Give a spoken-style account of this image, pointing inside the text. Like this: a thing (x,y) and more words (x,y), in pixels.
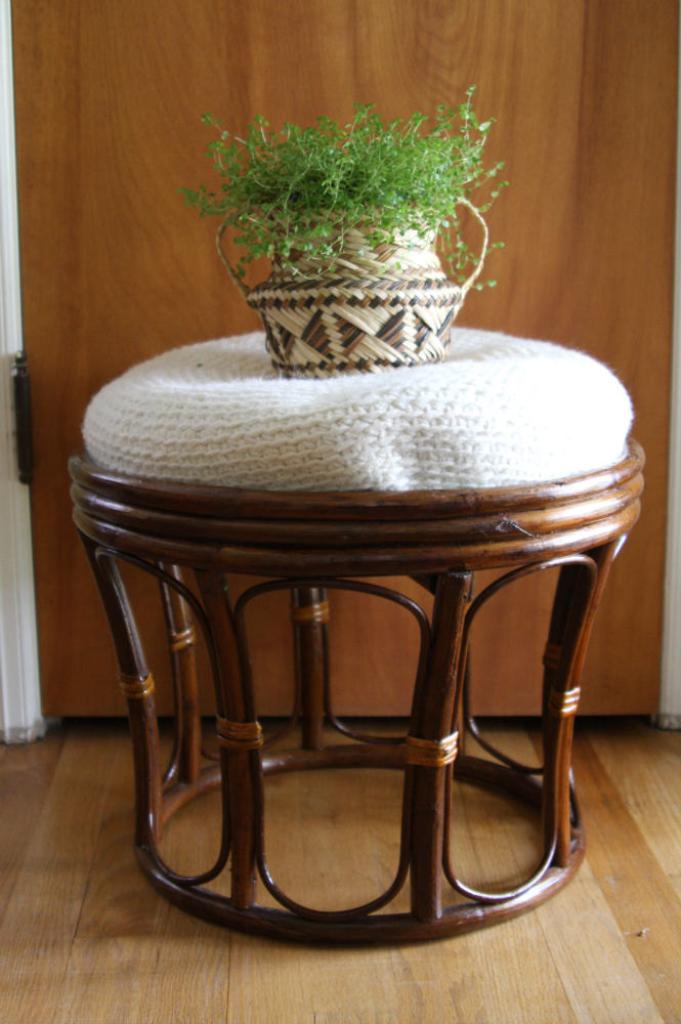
In the picture I can see a wooden table (237,645) on the floor (370,784). It is looking like a pillow (377,400) on the table (415,930) and there is a plant pot (337,216) on the pillow (368,380). In the background (493,257), I can see the wooden door (355,62).
